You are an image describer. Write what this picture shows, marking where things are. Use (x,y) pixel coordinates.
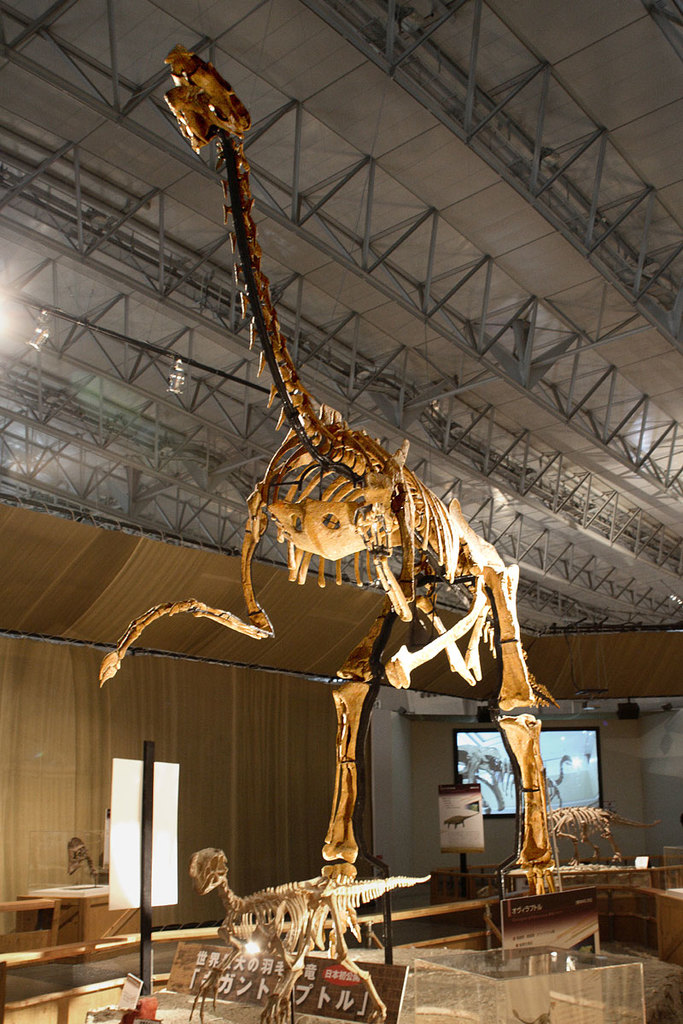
In the image there is a skeleton (192,128) of an animal (252,522). And also there are few skeletons (314,930) of the dinosaurs (337,923) on the platforms (64,930). At the bottom of the image (434,997) there are tables (89,928) and also there are glass boxes (472,965). There are poles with posters (137,774). In the background (87,757) there is a wall (65,815) and also there is a screen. At the top of the image (311,212) there is ceiling (36,408) with rods (67,441).
